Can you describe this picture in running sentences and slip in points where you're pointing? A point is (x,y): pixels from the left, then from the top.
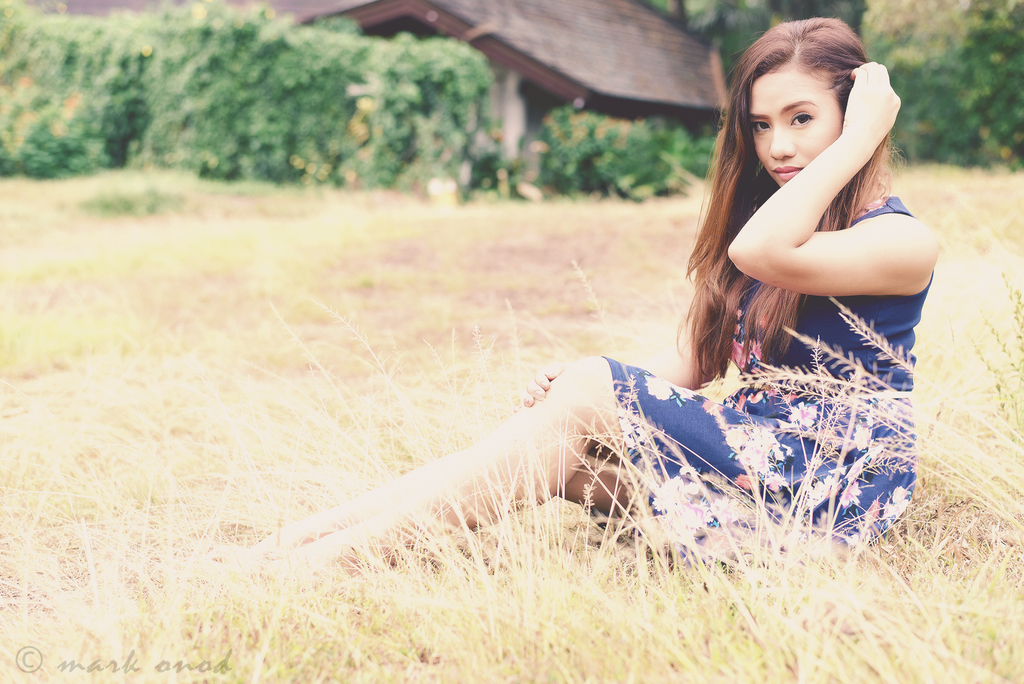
In this image we can see a woman (896,344) sitting in the grass (484,574). In the background (368,75) there are trees (244,65) and house (525,65).
